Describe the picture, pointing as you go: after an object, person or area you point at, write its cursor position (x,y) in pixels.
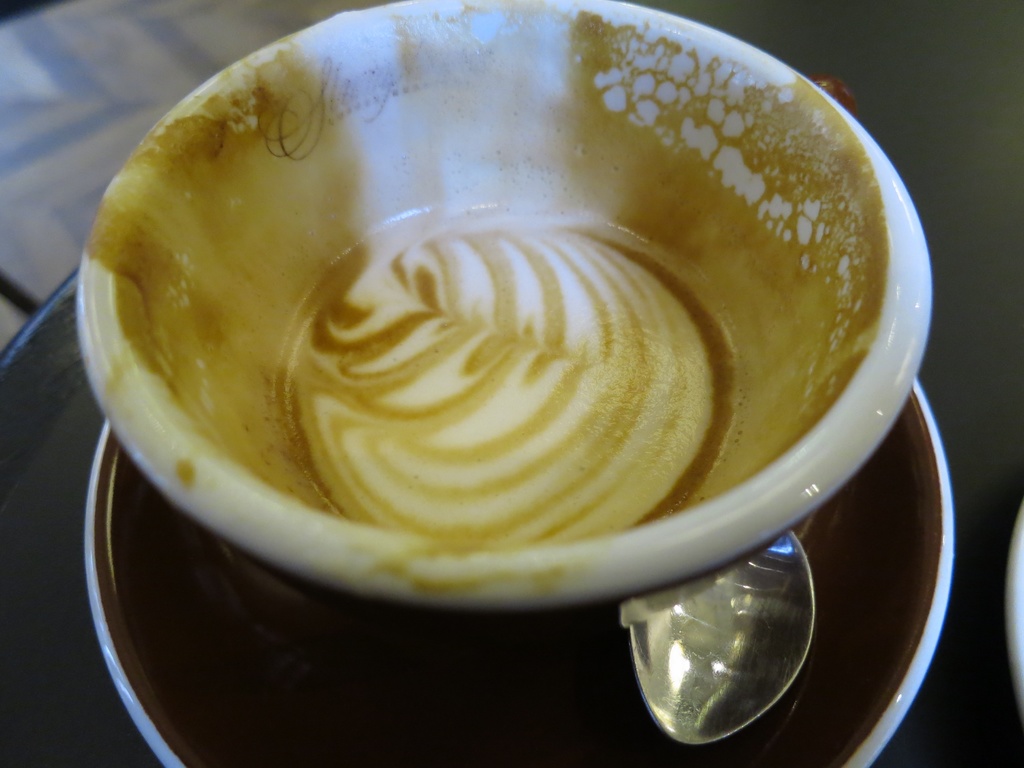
In this image we can see a coffee cup (391,164), spoon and a saucer (347,689) on the table (64,609).
